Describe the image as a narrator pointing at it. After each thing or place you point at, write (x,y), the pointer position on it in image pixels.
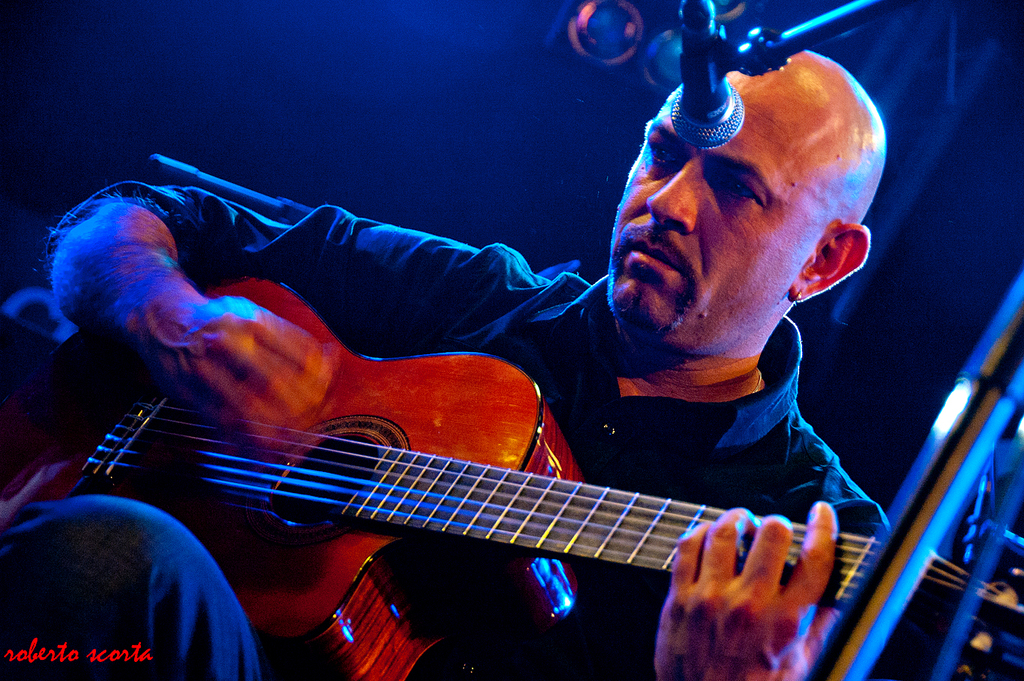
Man (586,593) is playing the guitar (526,529) and it's a mic (709,53) at here.
